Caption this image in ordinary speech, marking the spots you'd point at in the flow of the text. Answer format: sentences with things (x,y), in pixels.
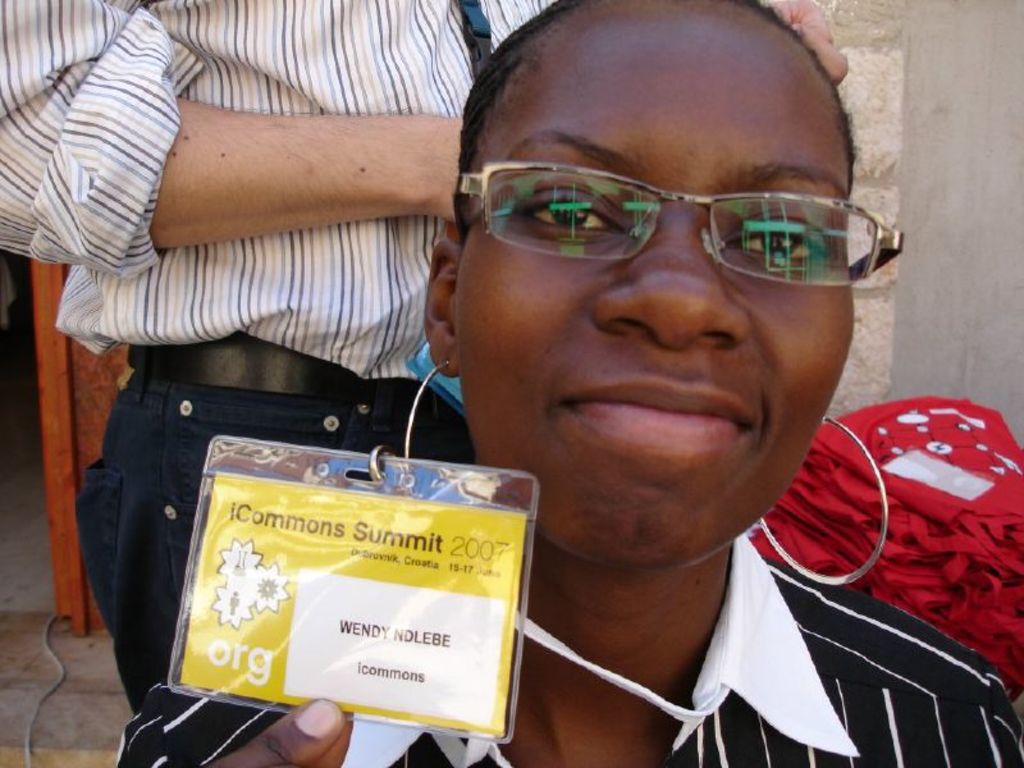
This picture shows a woman (553,533) seated and holding a id card (379,662) in her hand (313,723) and we see spectacles (570,240) on her face (655,245) and we see a man (291,294) standing on the back (447,23) and we see few clothes (860,474) on the side and a wall (919,284).
